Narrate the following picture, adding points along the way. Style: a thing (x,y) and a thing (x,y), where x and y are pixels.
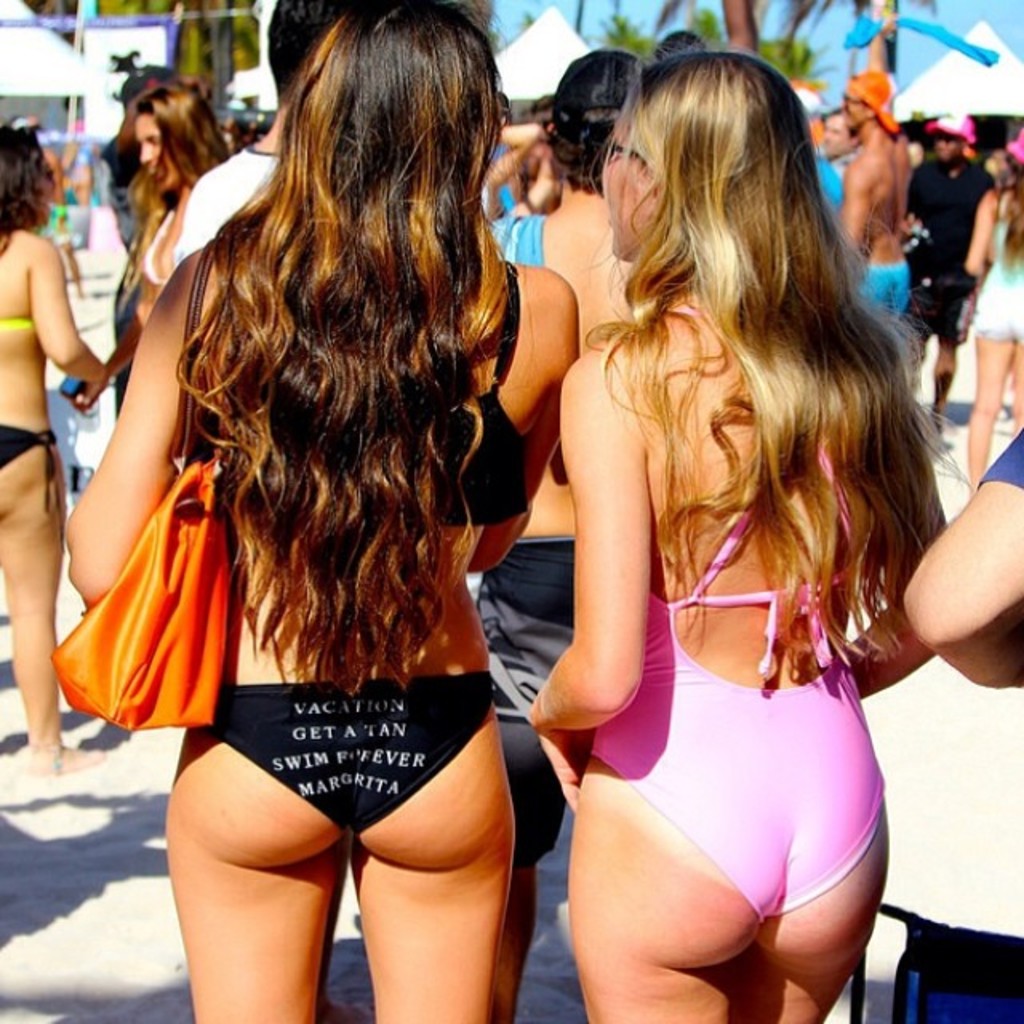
There are people (633,647) standing and she is carrying a bag (152,613). In the background (626,28) we can see tents (577,38), trees (530,24) and sky (930,14).
